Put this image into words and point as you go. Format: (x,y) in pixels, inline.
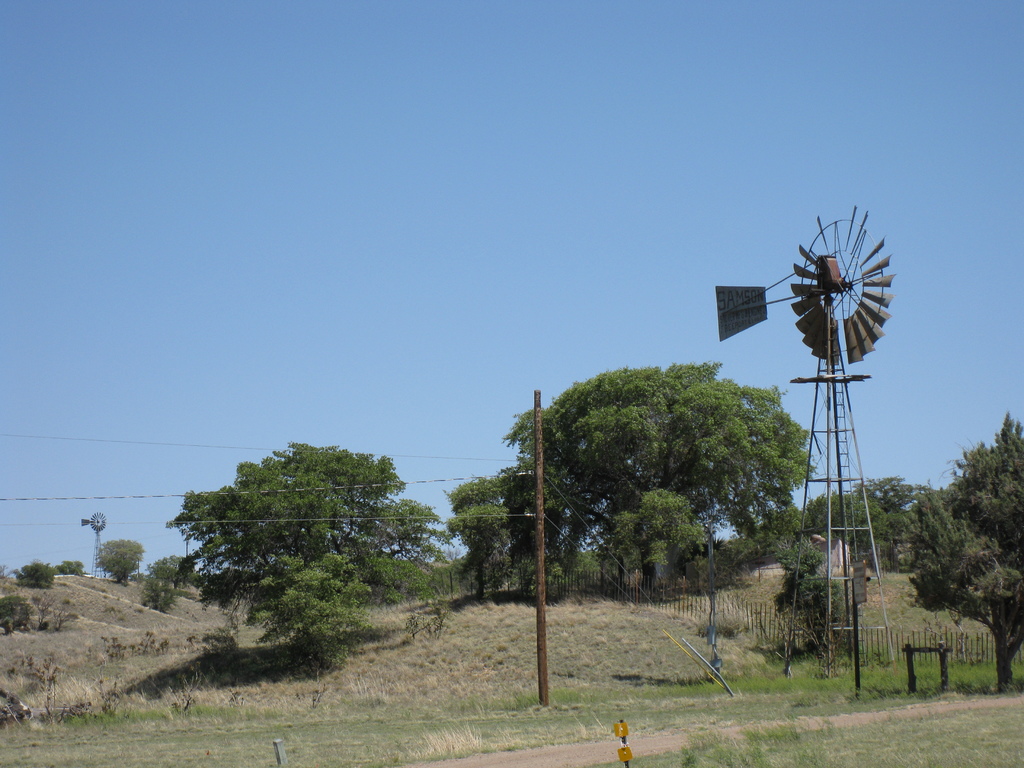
In this picture I can see the grass (81,721) in front (126,742) and I can see number of trees (115,560), few poles (856,633) and a windmill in the center of this picture (456,509). In the background (12,395) I can see the clear sky (624,237).
